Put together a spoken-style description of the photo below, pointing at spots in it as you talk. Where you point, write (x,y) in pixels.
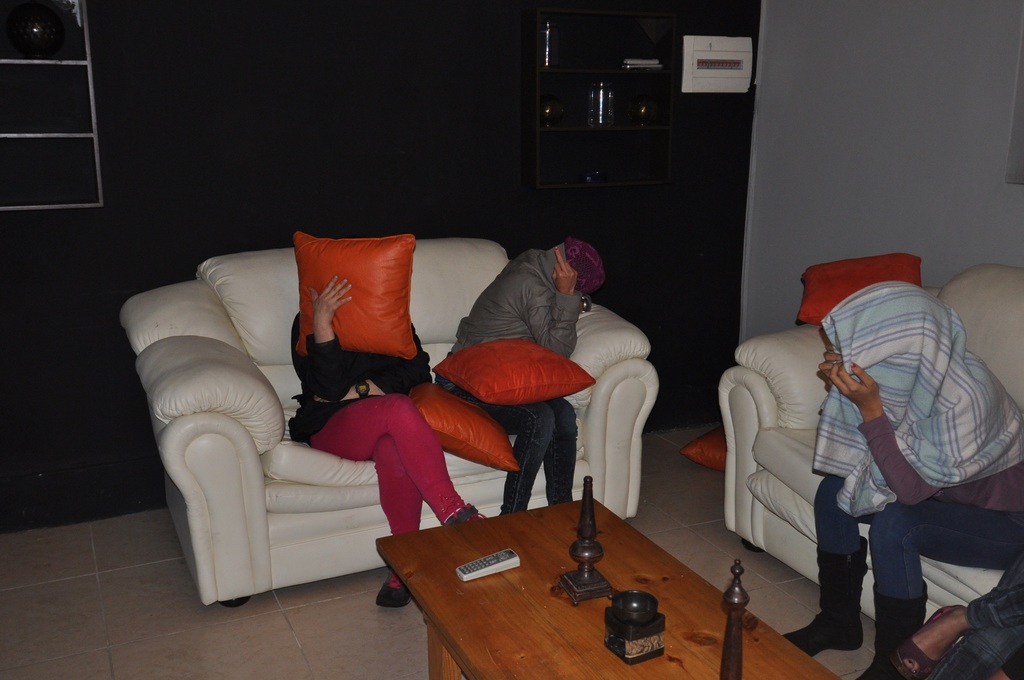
In this image i can see few people (361,453) sitting on the couch (428,332) and covering themselves. I can see few pillows (371,307) on the couch (485,487). I can see a table (498,595) on which there is a remote (475,577) and few other objects (628,601). In the background (430,139) i can see a wall (322,97), a shelf (62,202) and few glass jars (594,100).
